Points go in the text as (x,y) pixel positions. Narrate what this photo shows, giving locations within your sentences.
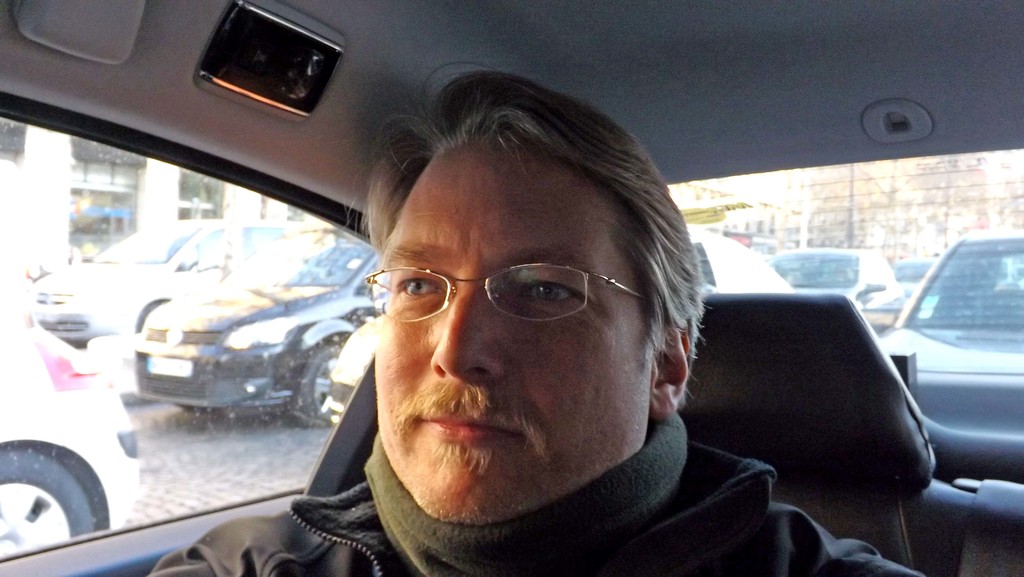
In this picture we can see man (404,317) wore spectacle (535,288), jacket (310,519) and he is smiling and sitting inside the car (323,177) and from window (150,320) we can see cars (202,329) on road (191,452), building (121,212) with windows (105,220), fence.
